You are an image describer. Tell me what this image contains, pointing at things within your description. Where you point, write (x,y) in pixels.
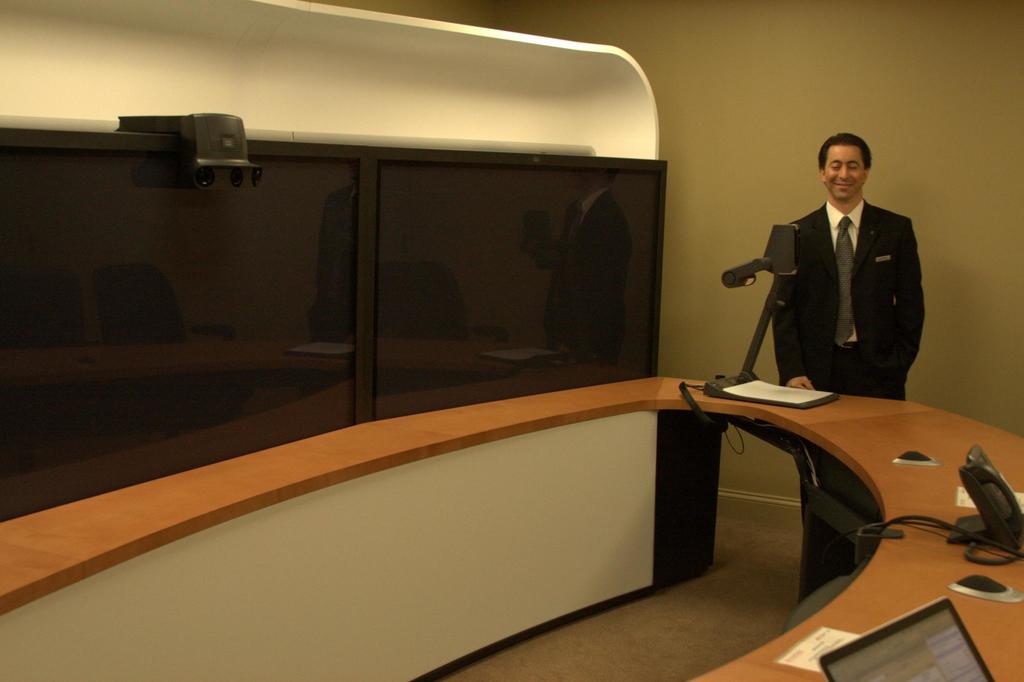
In this image i can see a man (852,244) standing and smiling wearing a blazer (802,294), there are few papers (812,390), a telephone (1004,535), a laptop (954,613) on a table (906,479) at left (130,474) there is a screen (416,322) at the back ground (827,48) there is a wall (909,68).
